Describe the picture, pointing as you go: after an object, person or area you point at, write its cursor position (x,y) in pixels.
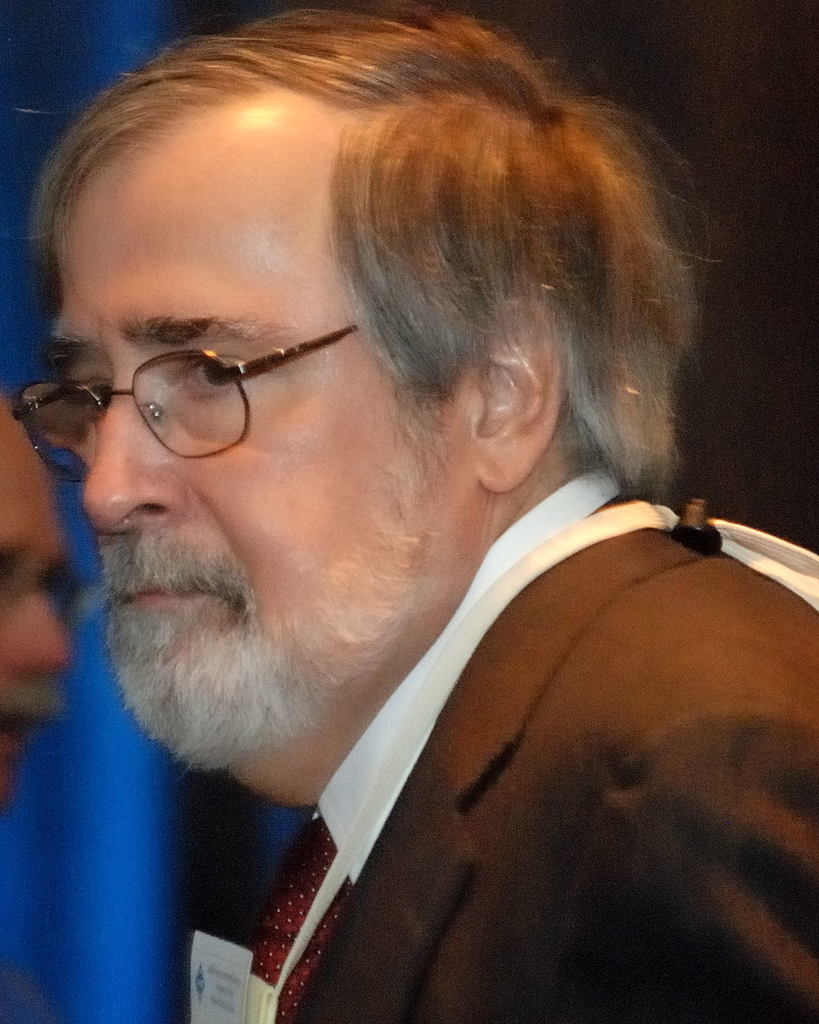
In the center of the image (374,457) a man (348,429) is wearing suit (493,798), tie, spectacles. On the left side of the image (20,232) we can see person (51,635) and blue light (95,805). In the background (655,118) the image is dark.
